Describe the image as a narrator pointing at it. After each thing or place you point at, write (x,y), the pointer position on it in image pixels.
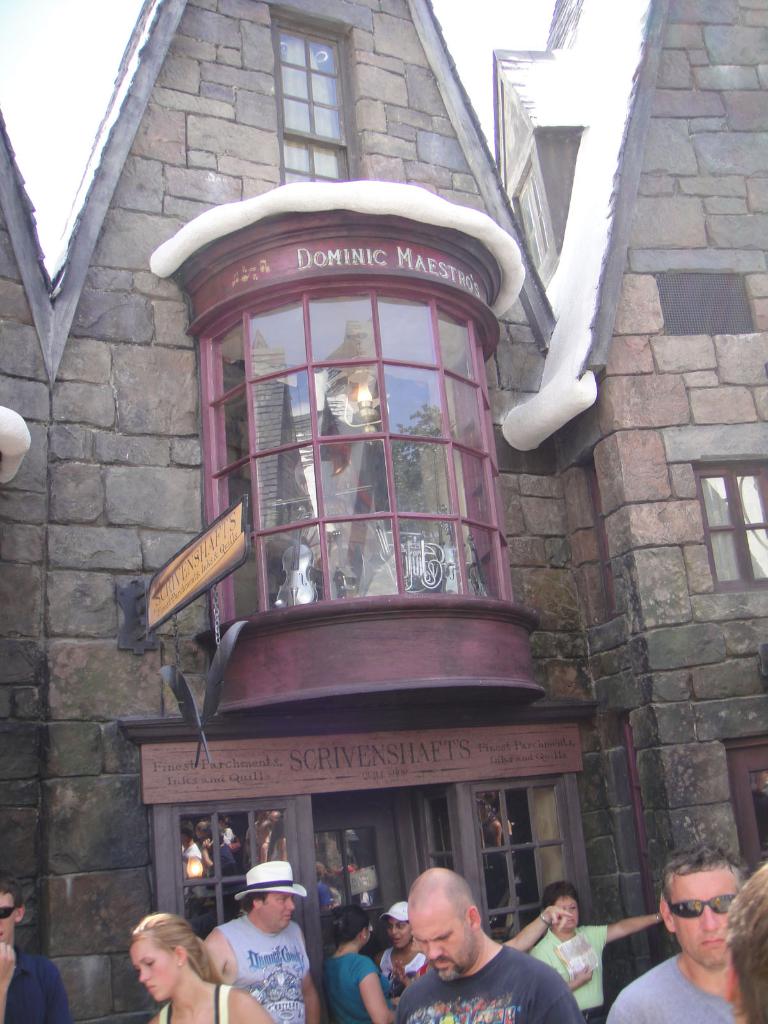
In this picture there is a building (537,334) in the center of the image (502,570) and there are people (467,892) at the bottom side of the image (524,1000).
